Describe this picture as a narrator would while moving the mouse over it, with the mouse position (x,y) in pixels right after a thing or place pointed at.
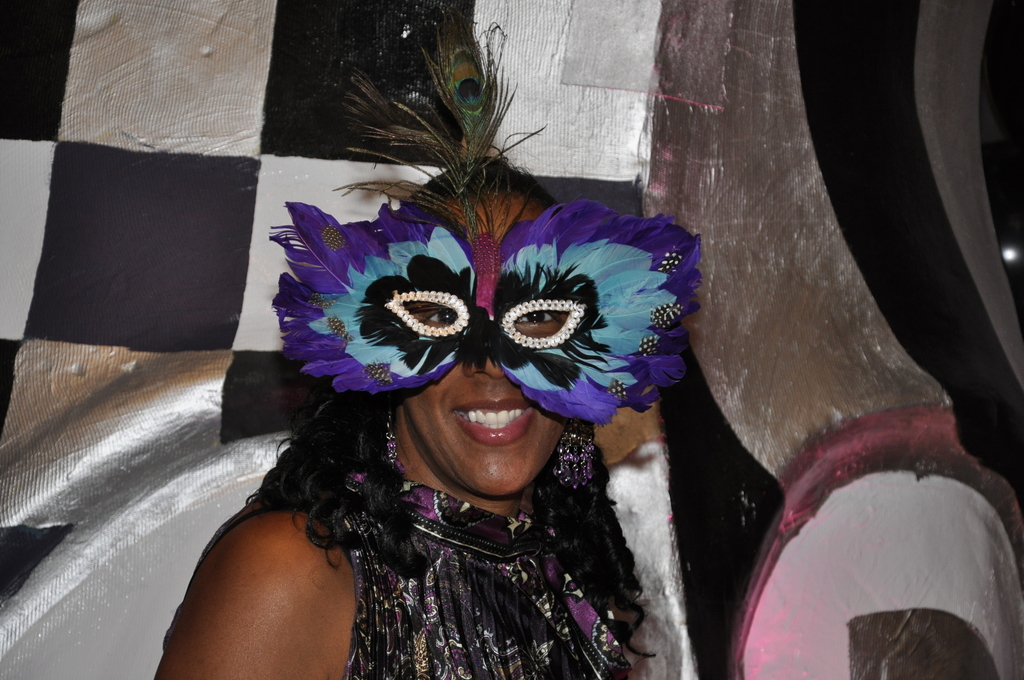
In the image in the center (549,440) we can see one woman (619,602) standing and she is smiling, which we can see on her face (409,409). And we can see peacock feather mask (487,342) on her face (540,312). In the background (192,102) there is a wall (861,226).
